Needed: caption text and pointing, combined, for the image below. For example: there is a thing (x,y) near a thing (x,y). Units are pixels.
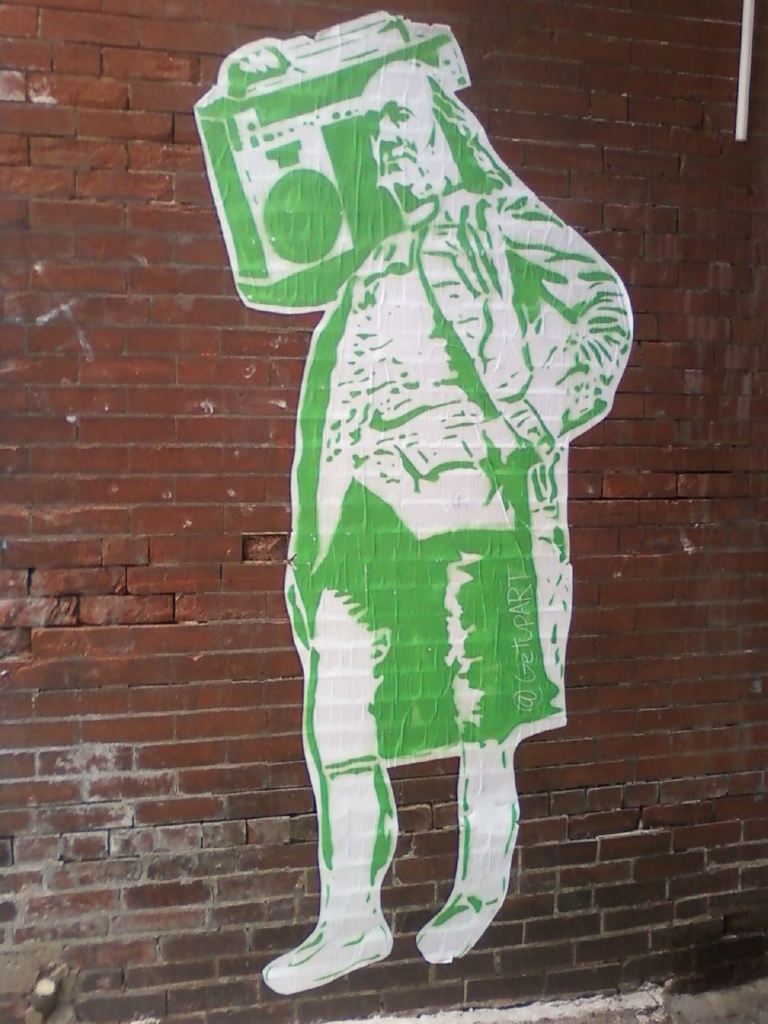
In this image, we can see a painting (383,417) of a person (407,385) holding an object (239,220) and there is some text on the wall (603,881). At the top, we can see a pipe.
